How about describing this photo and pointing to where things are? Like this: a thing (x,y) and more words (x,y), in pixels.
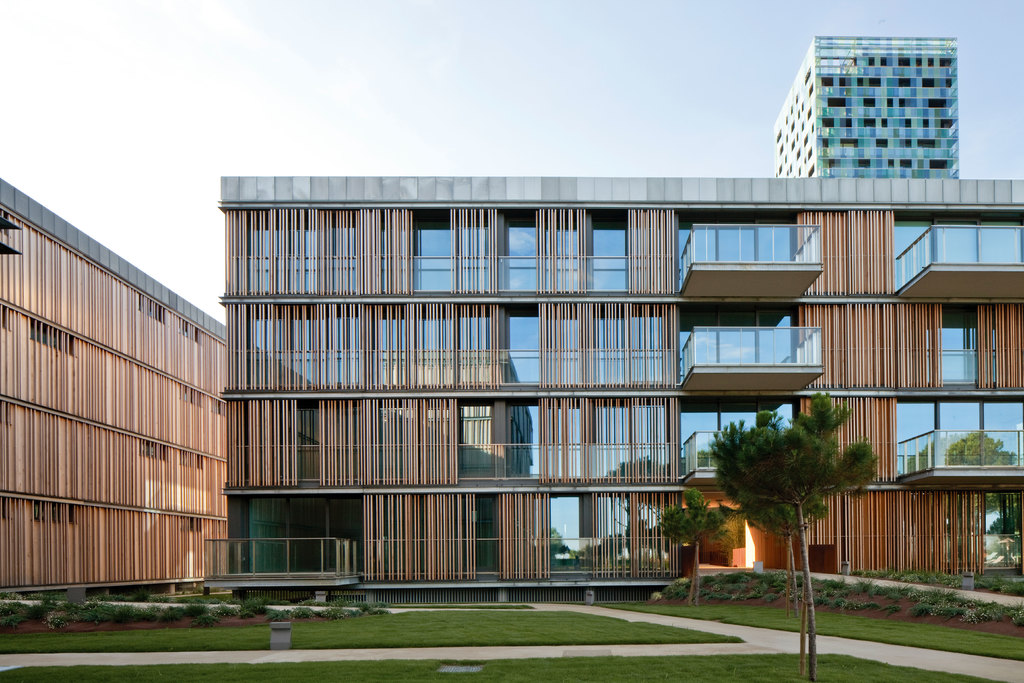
In the picture I can see buildings (574,444), the grass (795,626) and trees (780,463). In the background (336,136) I can see the sky (268,103).
